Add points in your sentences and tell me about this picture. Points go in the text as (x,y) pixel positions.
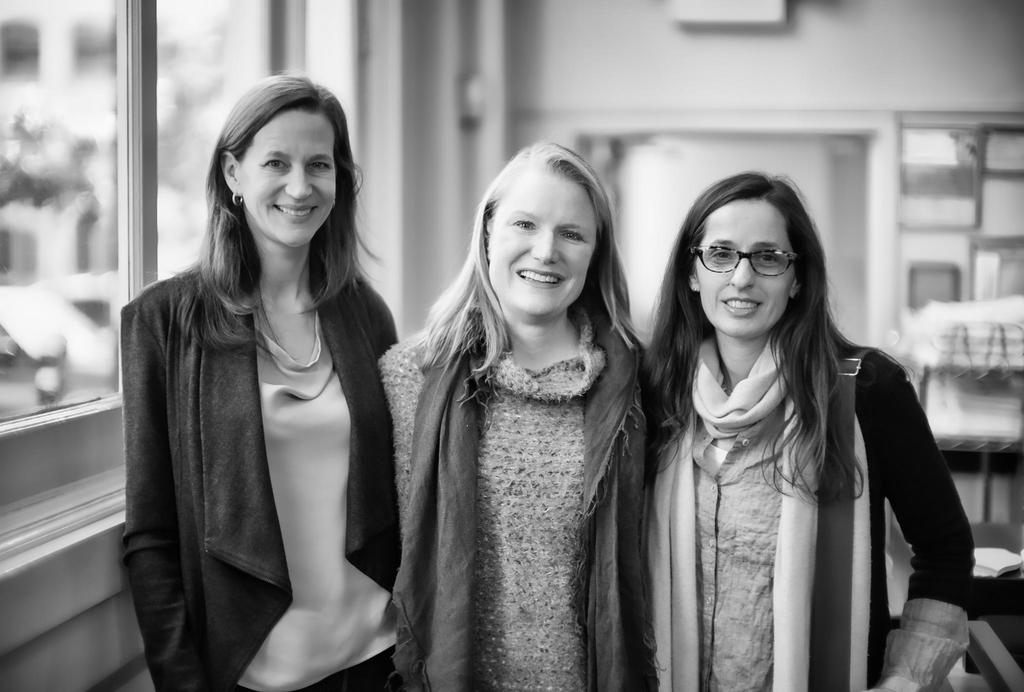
It is a black and white image. In this image there are three persons (422,402) standing on the floor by wearing a smile on their faces (519,298). Beside them there is a glass window (198,245). On the backside (680,136) there is a wall (733,123). On the right side of the image (1005,415) there is a table (975,615) and on top of the table (996,603) there are few objects (990,332) placed on it.
